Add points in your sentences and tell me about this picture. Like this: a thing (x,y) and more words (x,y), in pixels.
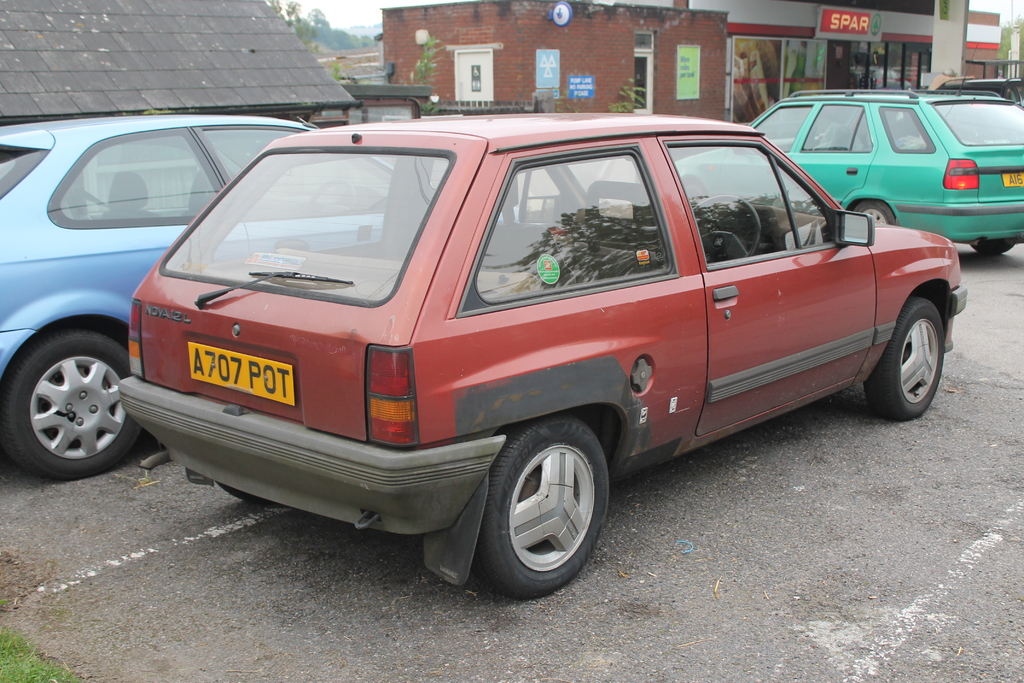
In the image there are few cars (322,236) in the foreground (316,343), behind the cars (151,403) there are some stores (103,84) and in the background (330,33) there are trees (308,39).
